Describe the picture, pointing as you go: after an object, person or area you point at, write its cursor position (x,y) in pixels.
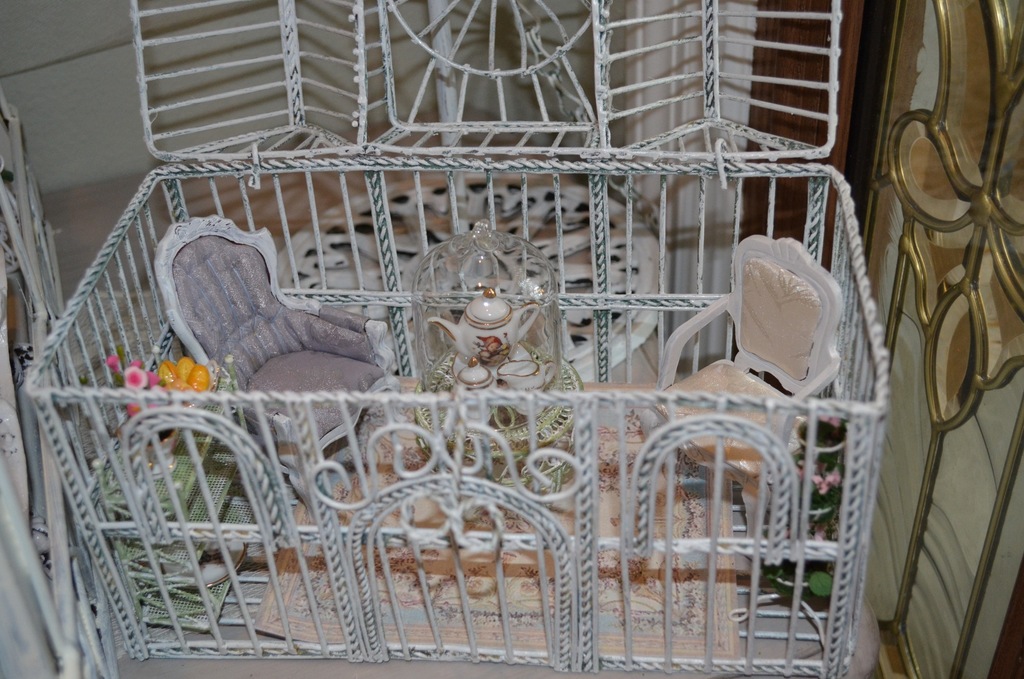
In this picture I can see scale model toys (453,369) like chairs (668,379), table (563,381), mat (675,495), tea pots (493,360) and a cup (484,371) with a lid (542,347), racks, plate (504,384), flower vase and fruits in a square shaped cage (288,57), and in the background (31,277) there are some other items (952,492).
